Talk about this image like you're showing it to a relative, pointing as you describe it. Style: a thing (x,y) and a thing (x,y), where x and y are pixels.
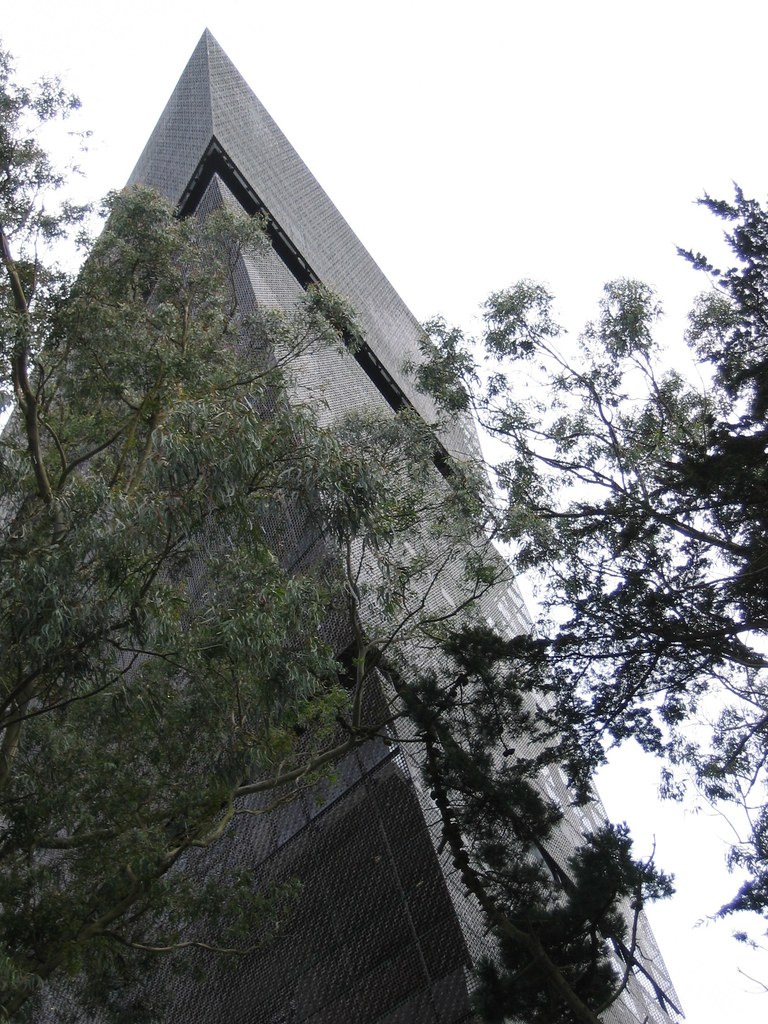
In this image we can see a building (365,552). We can also see some trees (373,534) and the sky (441,195) which looks cloudy.
